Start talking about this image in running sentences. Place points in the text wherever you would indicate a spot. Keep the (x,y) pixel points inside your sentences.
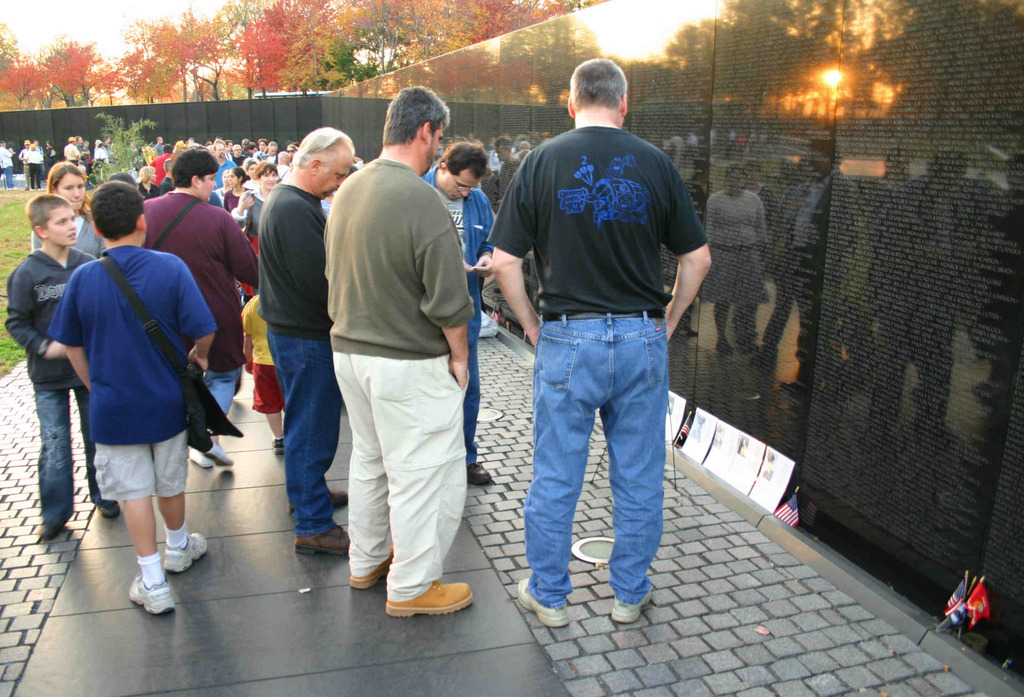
In this image we can see a group of people (362,534) standing on the ground (237,519). We can also see a wall (929,540) with some text (917,537) on it, some papers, the flags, plants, a group of trees (260,38) and the sky (117,50).
